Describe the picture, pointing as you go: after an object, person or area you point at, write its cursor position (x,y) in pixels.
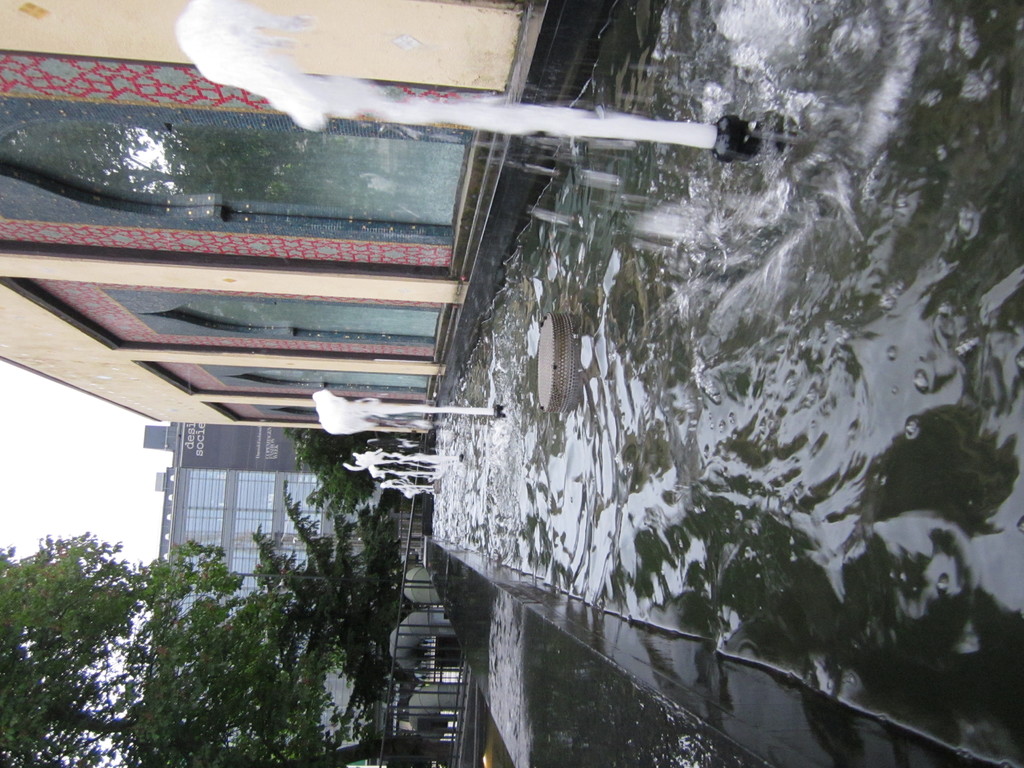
Middle of the image (519,427) there are few fountains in water (505,443). Bottom of the image (423,644) there is a fence (443,723). Behind there are few pipes (406,646). Left bottom there are few trees (233,673). Background there are few buildings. Left side (32,418) there is sky (75,440).
